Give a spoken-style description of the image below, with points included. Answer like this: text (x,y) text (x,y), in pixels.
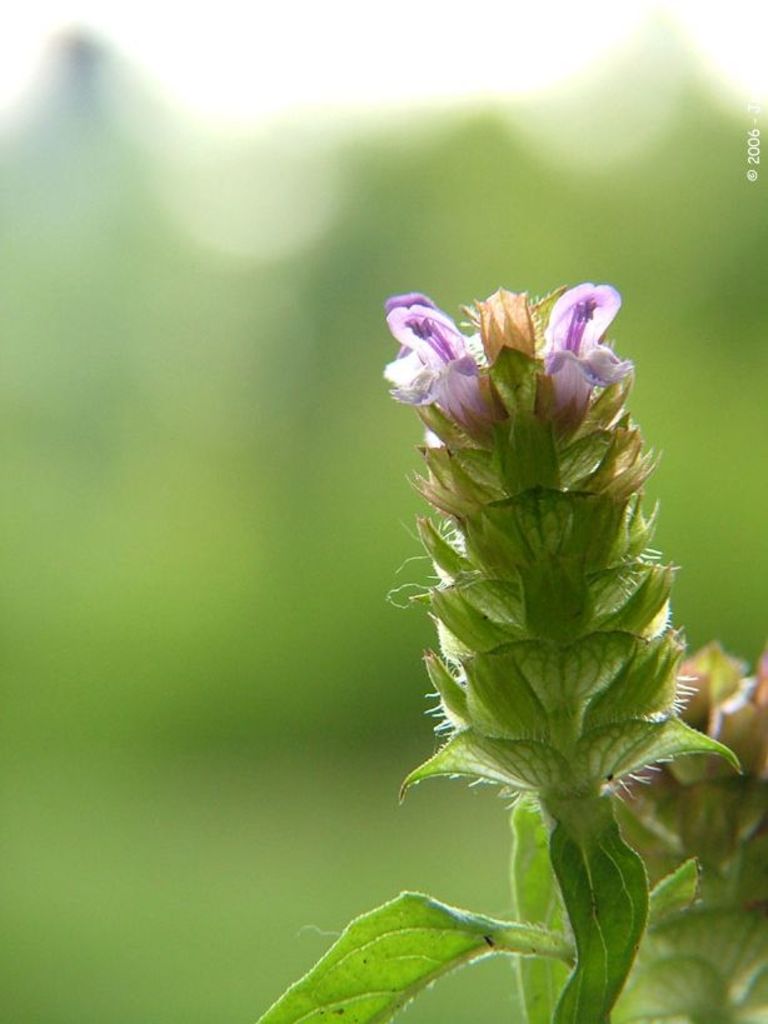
In this image, I can see a plant (495,584) with flowers (415,329) and leaves (443,943). The background (287,180) looks green in color. At the right side of the image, I can see the watermark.
